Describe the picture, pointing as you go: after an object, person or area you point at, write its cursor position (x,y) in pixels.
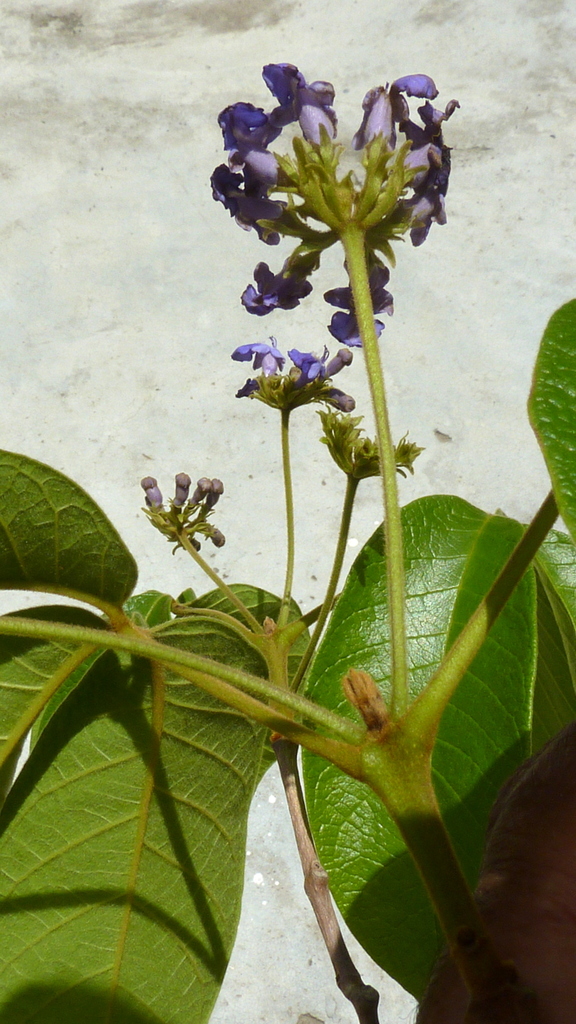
In this picture we can see flowers (376,197) and leaves (323,690), in the background (160,290) there is a wall (110,302).
